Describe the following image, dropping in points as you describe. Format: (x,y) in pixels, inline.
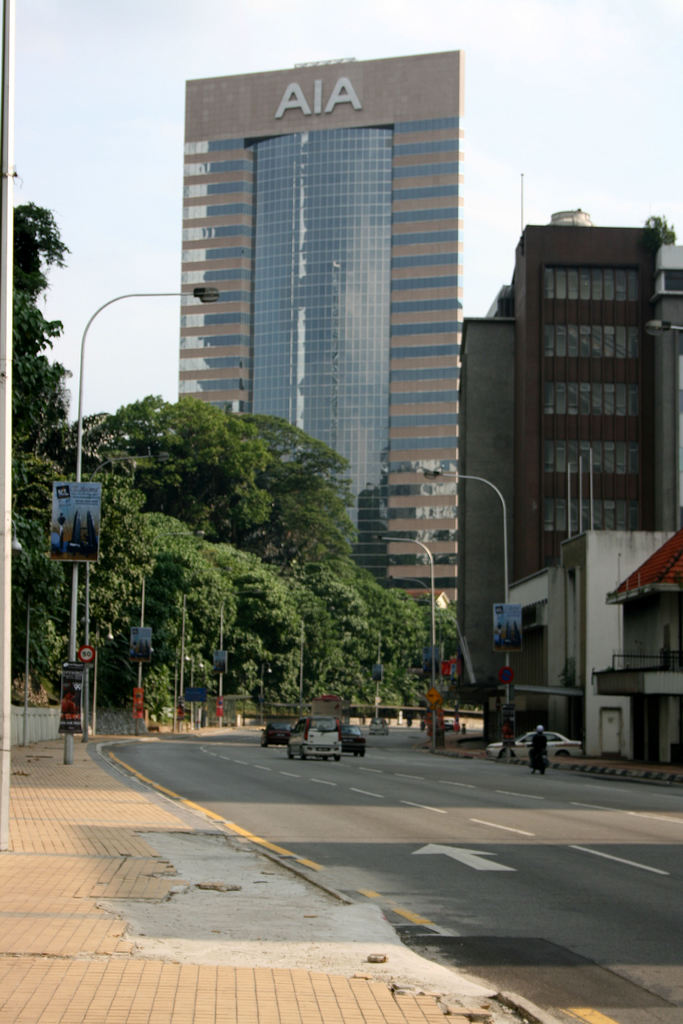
In this picture I can see the road (250,736) in front (410,763), on which there are few cars (288,734) and I can see the footpaths (18,758) on which there are light poles (72,743) and few people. In the middle of this picture (278,602) I can see number of trees (24,445) and number of buildings (395,334) and I see 3 alphabets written on a building (259,108). In the background (197,49) I can see the sky (197,59).
